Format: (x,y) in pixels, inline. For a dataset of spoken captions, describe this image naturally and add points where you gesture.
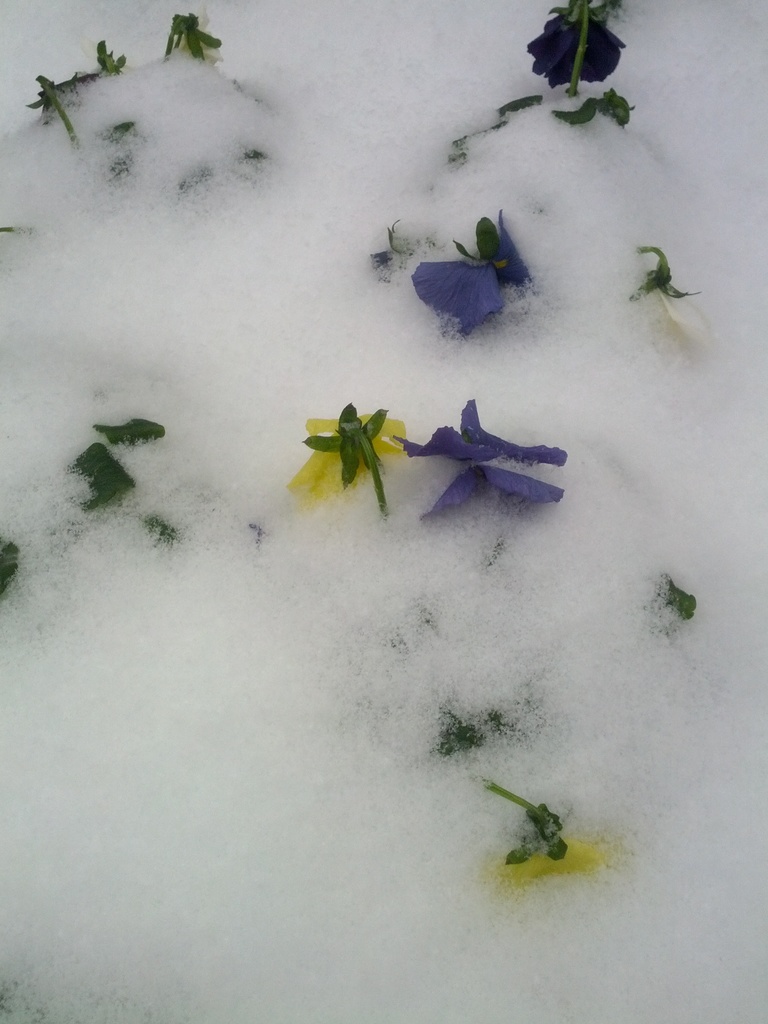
In this image we can see flowers (468,315) in the snow (419,646).
